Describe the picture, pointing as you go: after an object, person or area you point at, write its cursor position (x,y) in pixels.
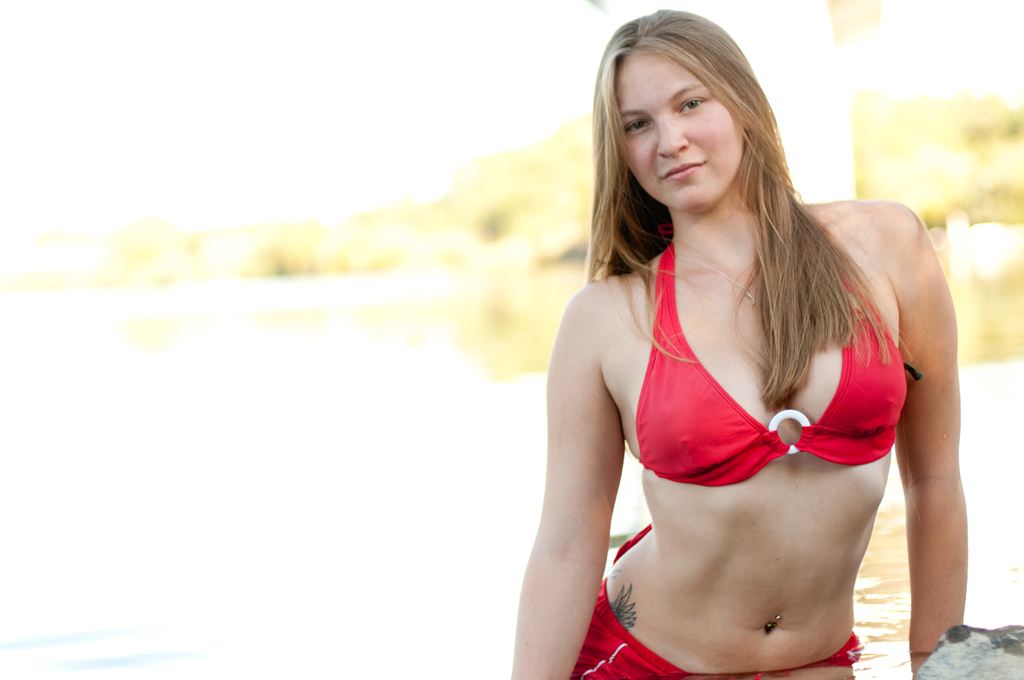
In the foreground (696,620) I can see a woman (733,585). In the background (552,317) I can see water (890,472), trees (365,250) and the sky (22,100). This image is taken may be near the lake (300,416).
